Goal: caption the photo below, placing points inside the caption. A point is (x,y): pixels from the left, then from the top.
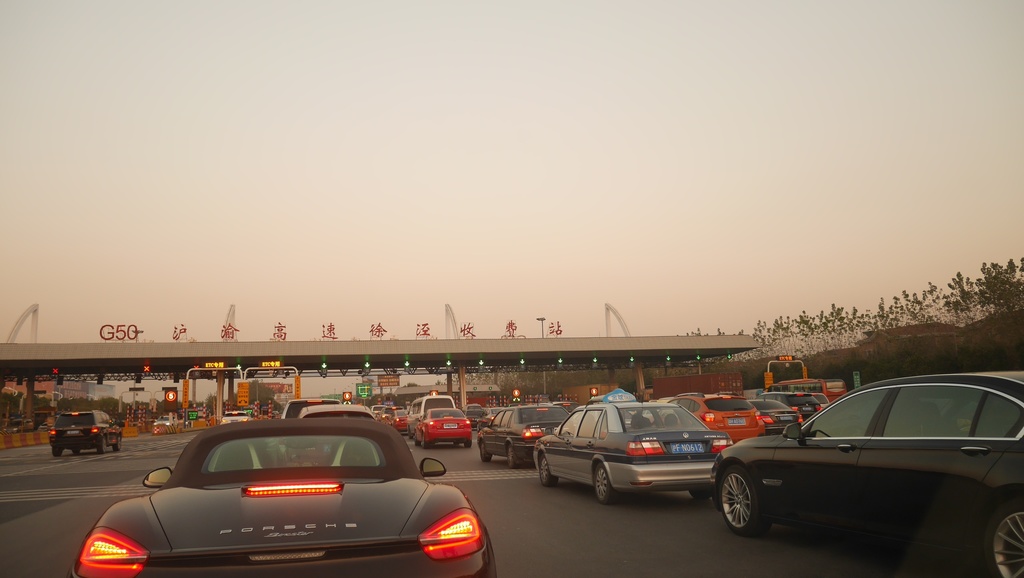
In this image we can see some vehicles (412,459) on the road (534,504) and in the background (128,368), we can see the toll plaza (343,373). We can see some trees (1012,345) and buildings (866,347) and at the top (704,126) we can see the sky (367,294).
